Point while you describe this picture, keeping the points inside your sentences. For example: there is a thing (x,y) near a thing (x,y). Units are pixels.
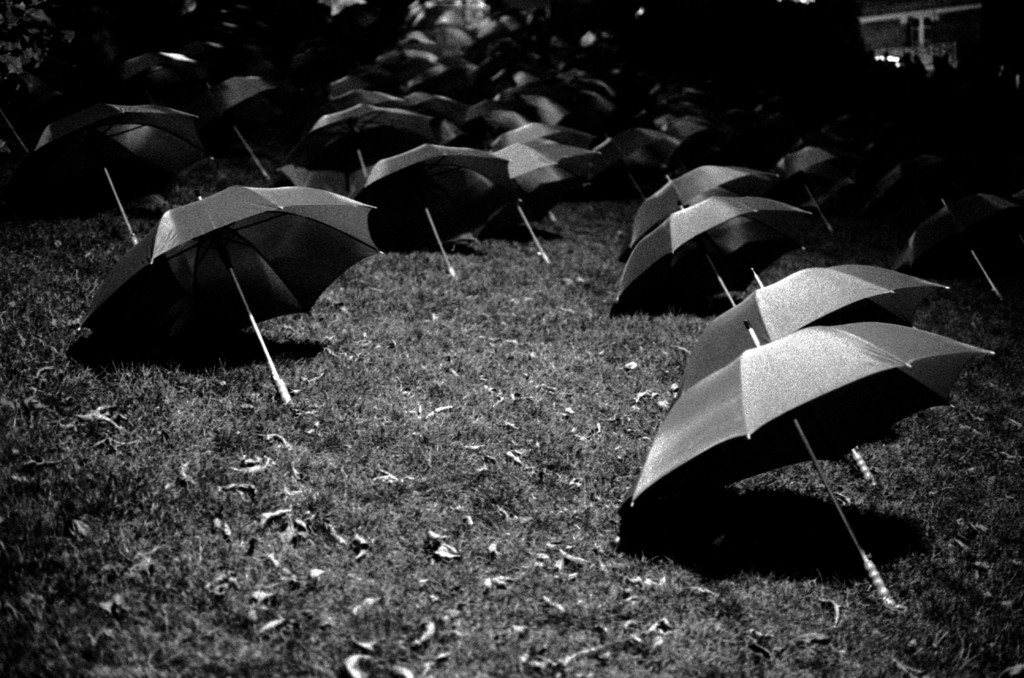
This is a black and white image. There are many umbrellas (344,75) on the grass (231,456).
